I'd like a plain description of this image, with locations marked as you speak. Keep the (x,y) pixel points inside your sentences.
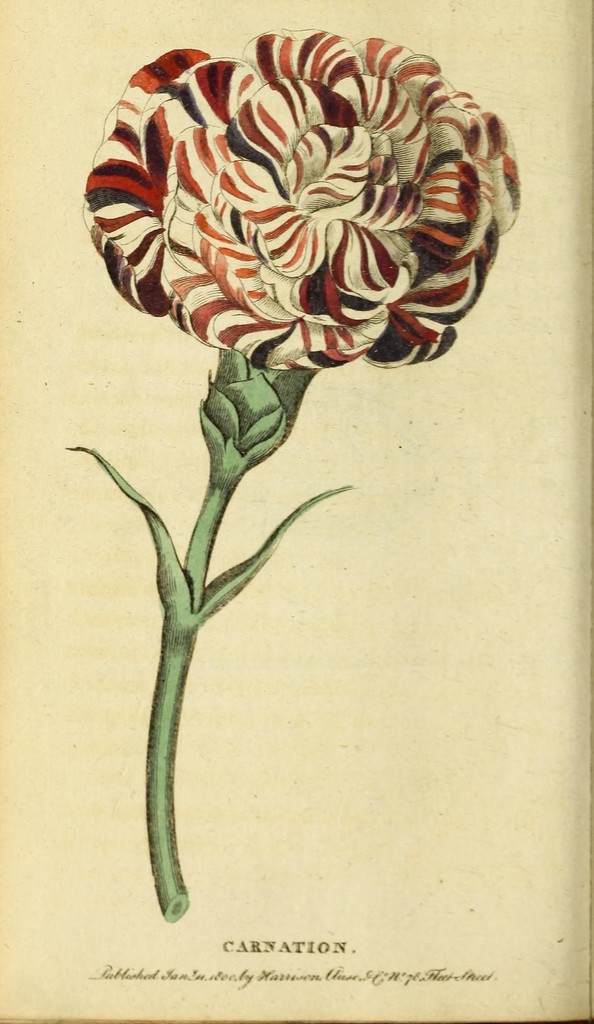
In this image there is a drawing (191,567) of a flower (321,210) and a stem (161,848) on the paper (270,511), there is text (338,974) towards the bottom of the image (304,959).
